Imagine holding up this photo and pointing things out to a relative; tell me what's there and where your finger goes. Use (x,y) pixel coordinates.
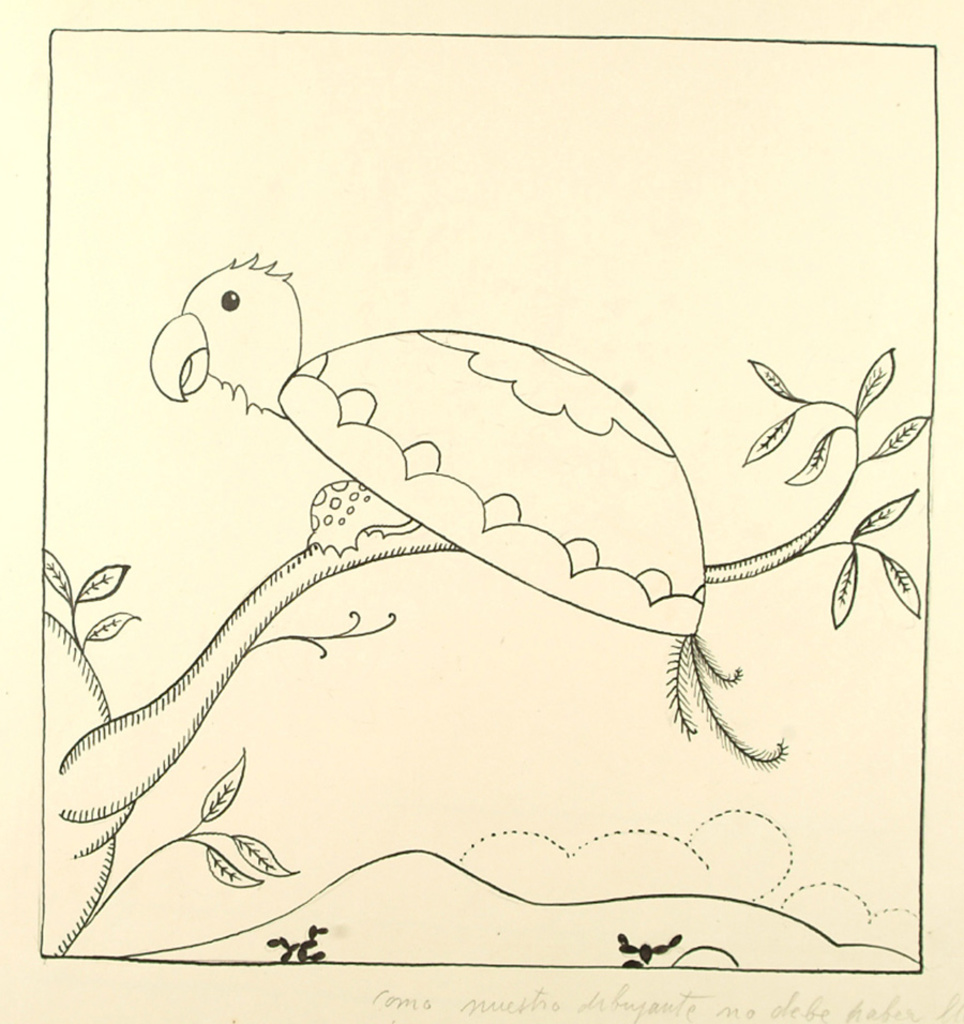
In this picture I can see the sketch (361,385) of a bird (361,385), which is on a plant (261,610). I can see something is written on the bottom right of this picture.
